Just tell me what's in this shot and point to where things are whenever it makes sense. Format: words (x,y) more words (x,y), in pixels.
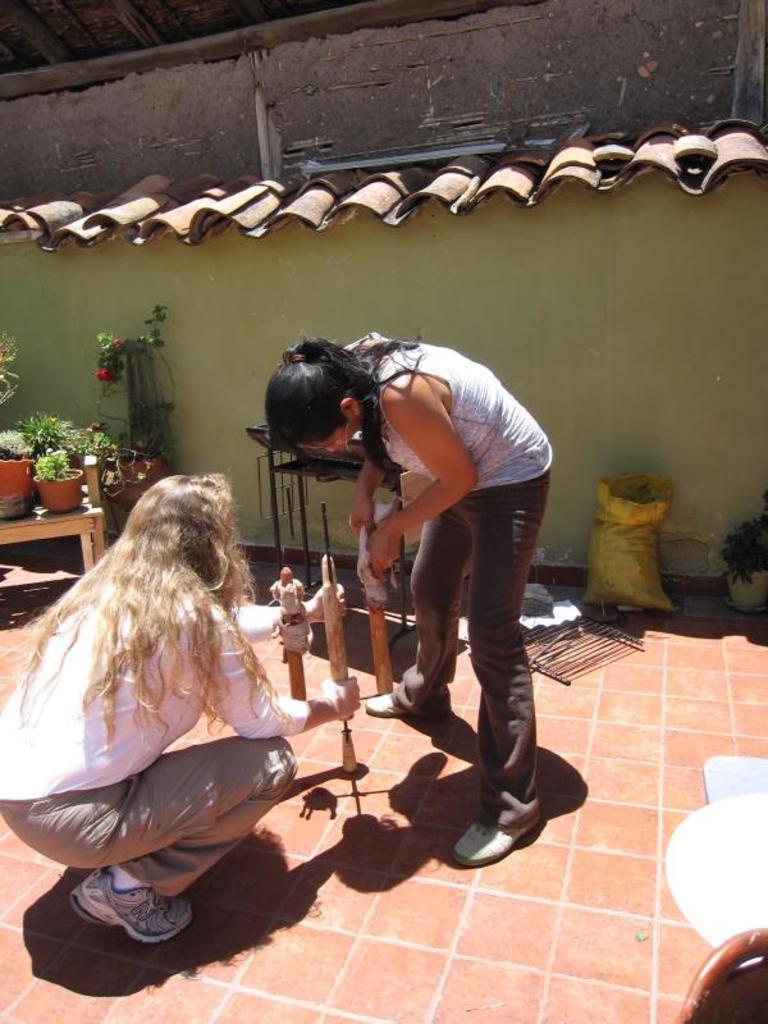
In this picture, we see the woman (488,622) is standing and she is holding a wooden stick (378,690). The woman (185,553) on the left side (169,584) is in squat position and she is also holding the wooden stick (338,631). Behind them, we see the iron rods (555,638) and a plastic bag (616,580) in yellow color. On the left side (134,497), we see a table (89,497) on which plant pots (81,480) are placed. In the background (371,301), we see a building (487,280) in green color with a brown color roof (596,138). In the right bottom (716,885), we see the objects (730,972) in white and brown color.
